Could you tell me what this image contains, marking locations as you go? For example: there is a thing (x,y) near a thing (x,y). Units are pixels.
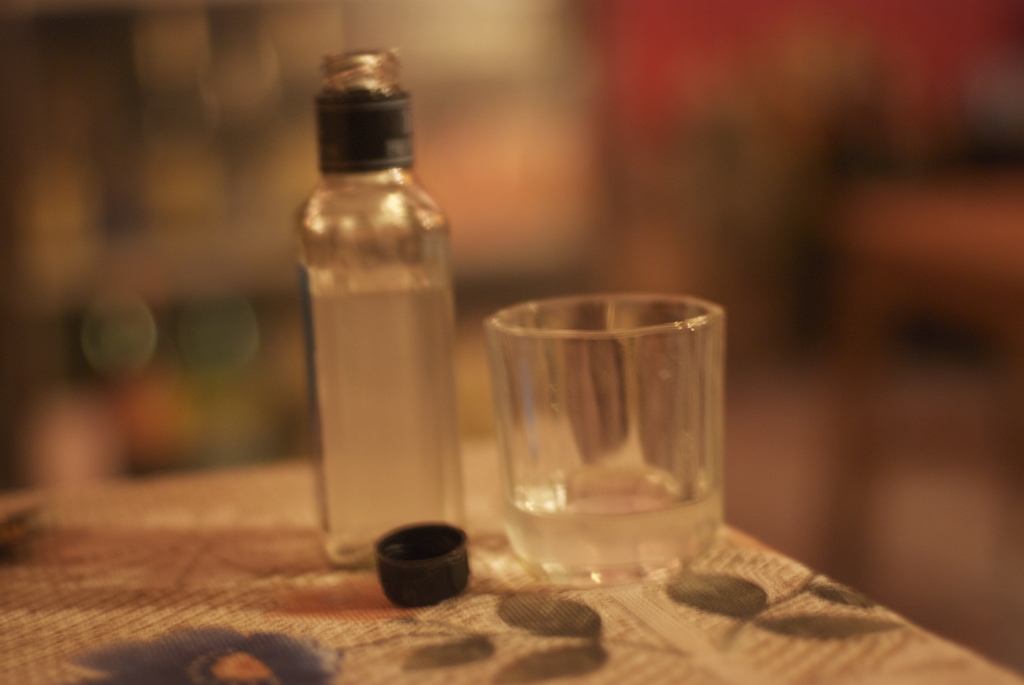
In this image there is a table (245,614) covered with a cloth (651,620), on the table (744,622) there is a glass (598,457), cap (436,532) and bottle (397,344), inside the bottle (365,385) there is some drink (390,391).
